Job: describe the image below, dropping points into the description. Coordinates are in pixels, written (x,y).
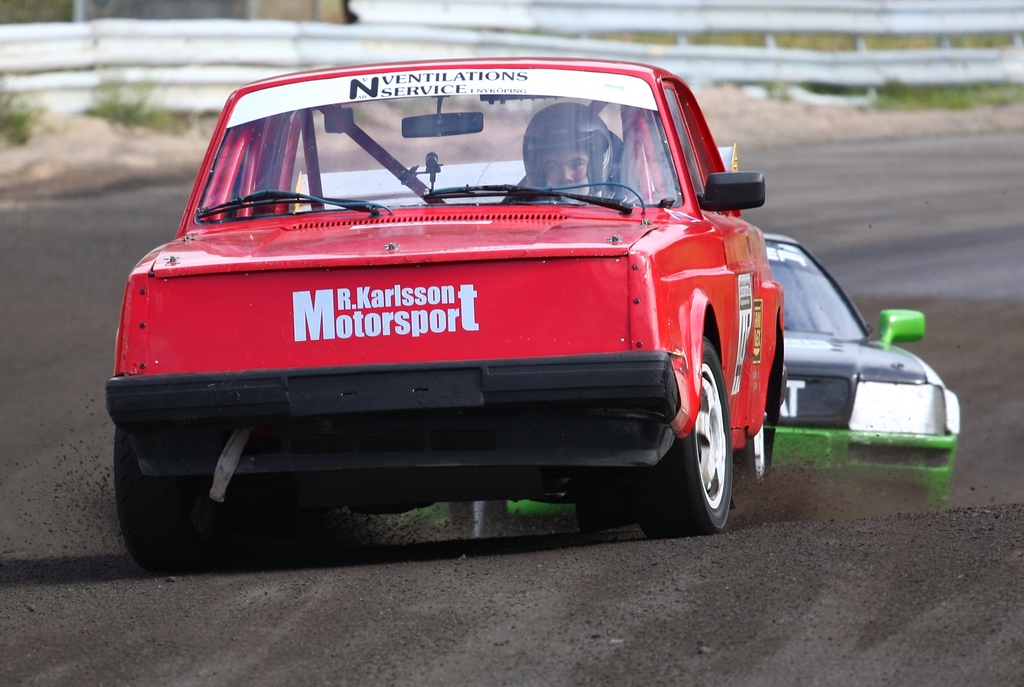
In this image there are people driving the car (709,464) on the road (565,623). On the left side of the image (142,94) there are plants (137,104).
